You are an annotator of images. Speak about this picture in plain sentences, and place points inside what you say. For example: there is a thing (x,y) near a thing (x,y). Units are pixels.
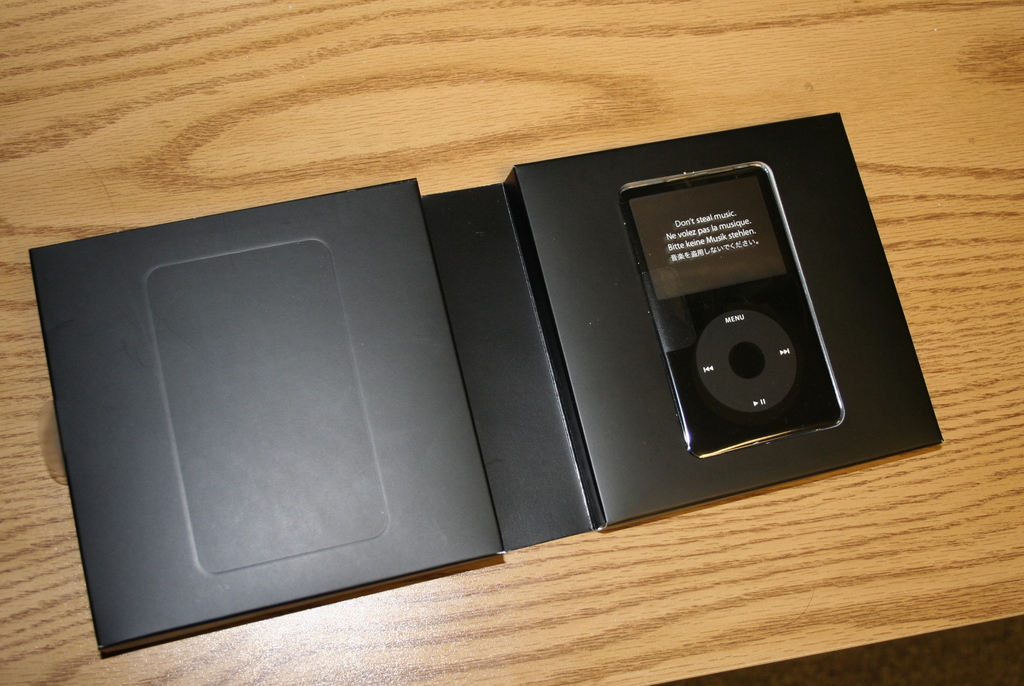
In this picture I can see a black color thing (456,274) and on the right side of it I see something is written on the screen (706,229) and this thing (480,220) is on the brown color surface (41,18).
